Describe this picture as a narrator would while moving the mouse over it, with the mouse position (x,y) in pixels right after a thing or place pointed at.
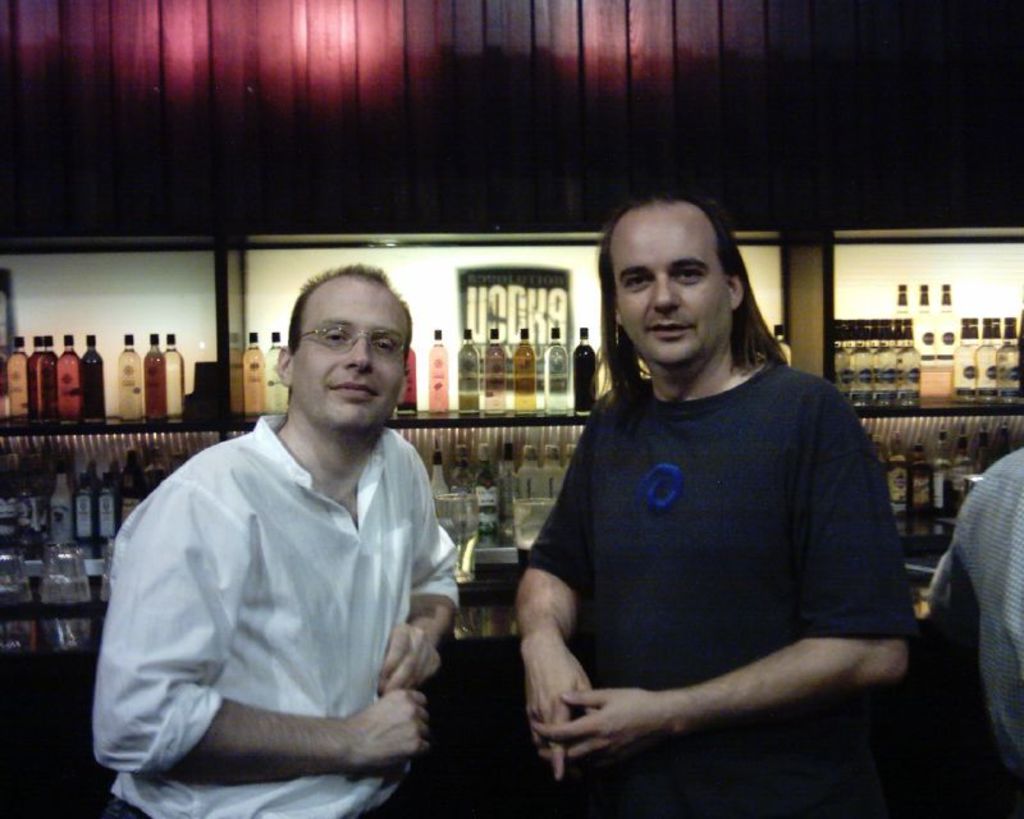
There are two persons (440,607) standing as we can see at the bottom of this image (559,603). There are some bottles (101,491) are kept in the racks (517,433) in the background (443,425).
